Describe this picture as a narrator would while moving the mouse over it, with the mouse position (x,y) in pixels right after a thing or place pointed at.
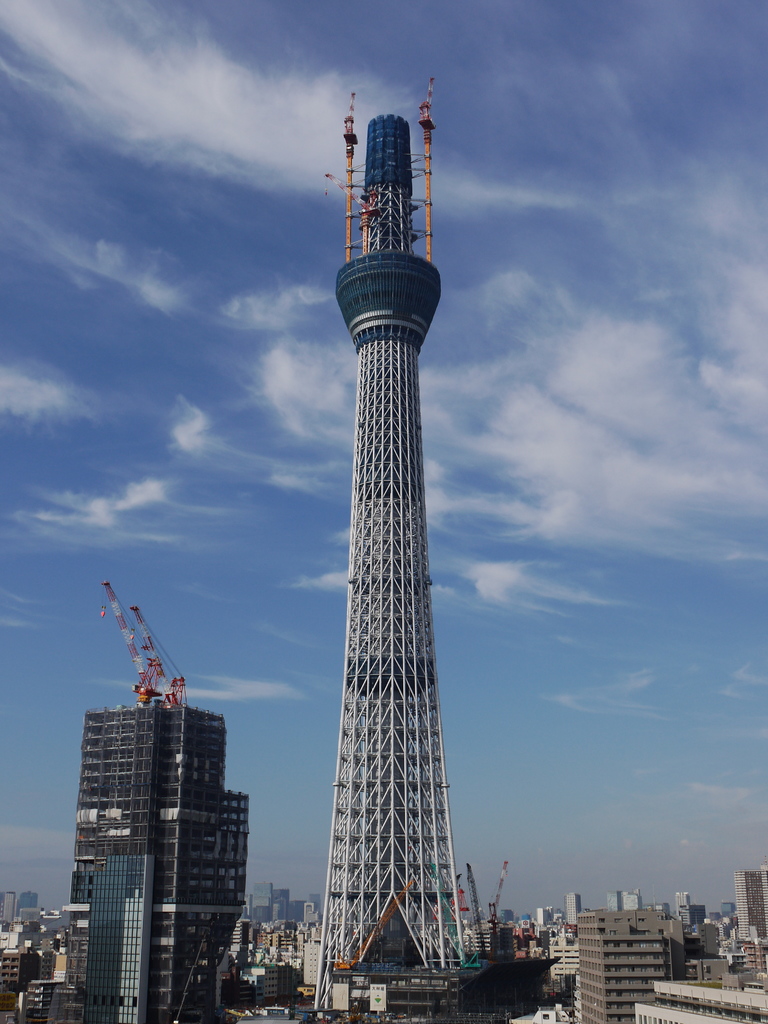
In this image I can see number of buildings (548,943), a huge tower (340,809), few cranes (179,677) which are red and white in color on the building (85,823). In the background (116,590) I can see the sky (162,634).
